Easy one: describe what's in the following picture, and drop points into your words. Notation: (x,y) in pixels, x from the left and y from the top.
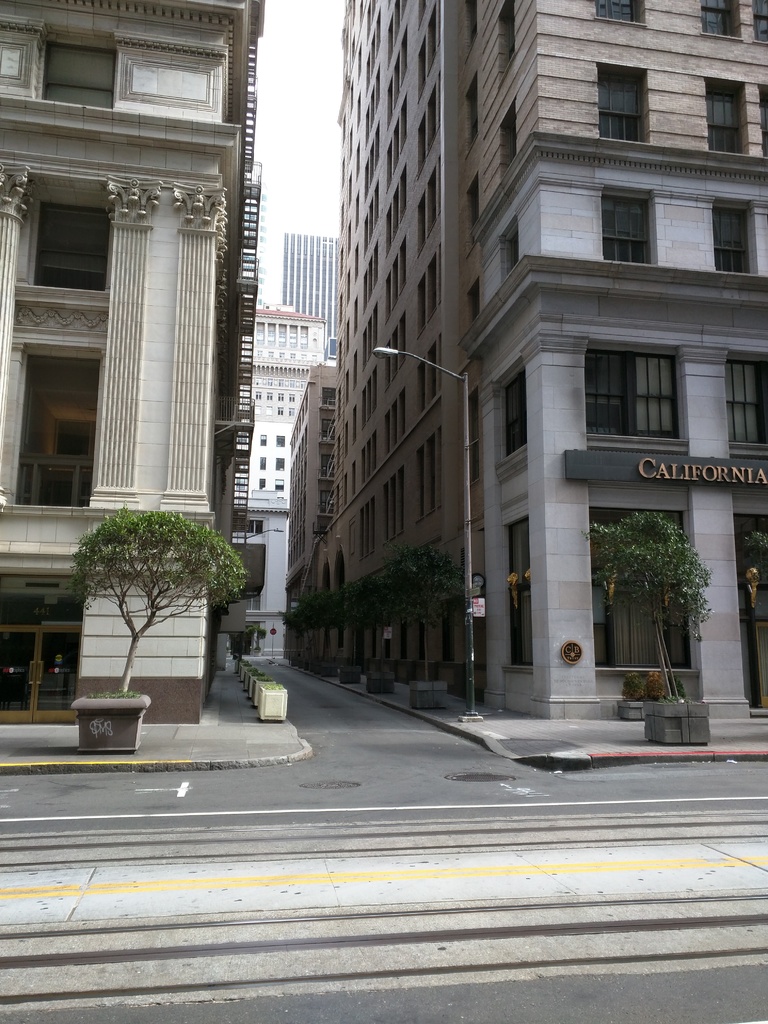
This image is clicked on the roads (371,830). On the left (24,299) and right, there are buildings (23,341). And we can see small potted plants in the front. At the top (296,17), there is sky (326,55). And there are many windows (617,69) to the building (579,395).
